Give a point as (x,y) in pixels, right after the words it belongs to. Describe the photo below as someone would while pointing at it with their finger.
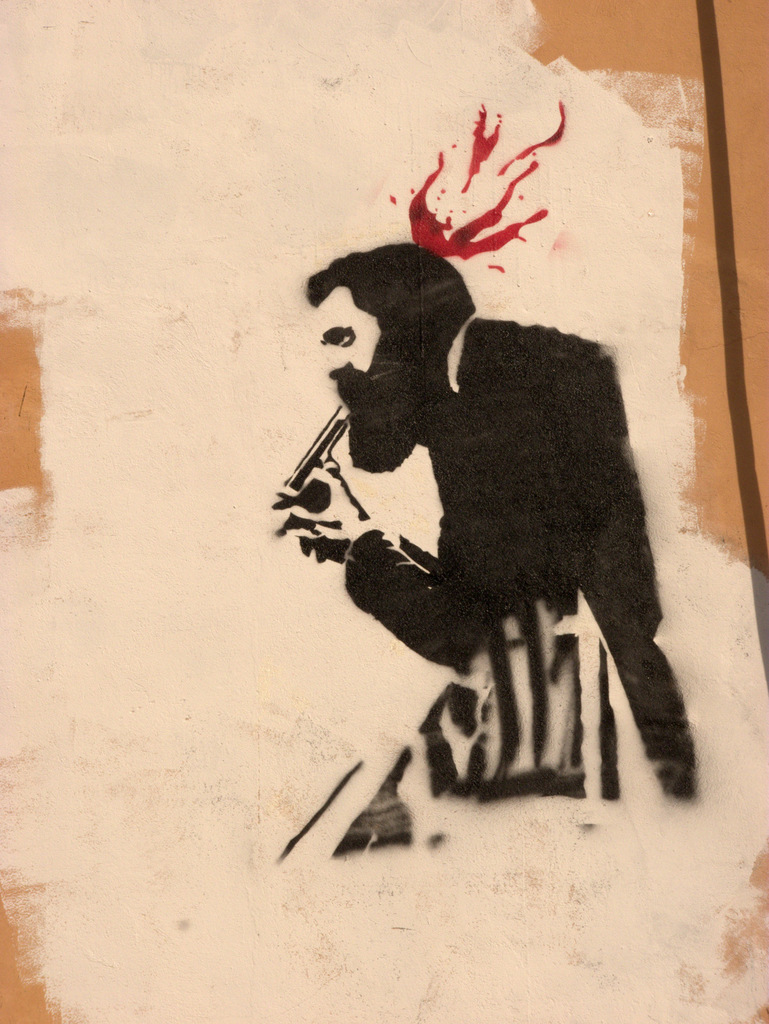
In this image, we can see a sketch (523,510) of a person (560,558) holding an object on the board (112,654).
